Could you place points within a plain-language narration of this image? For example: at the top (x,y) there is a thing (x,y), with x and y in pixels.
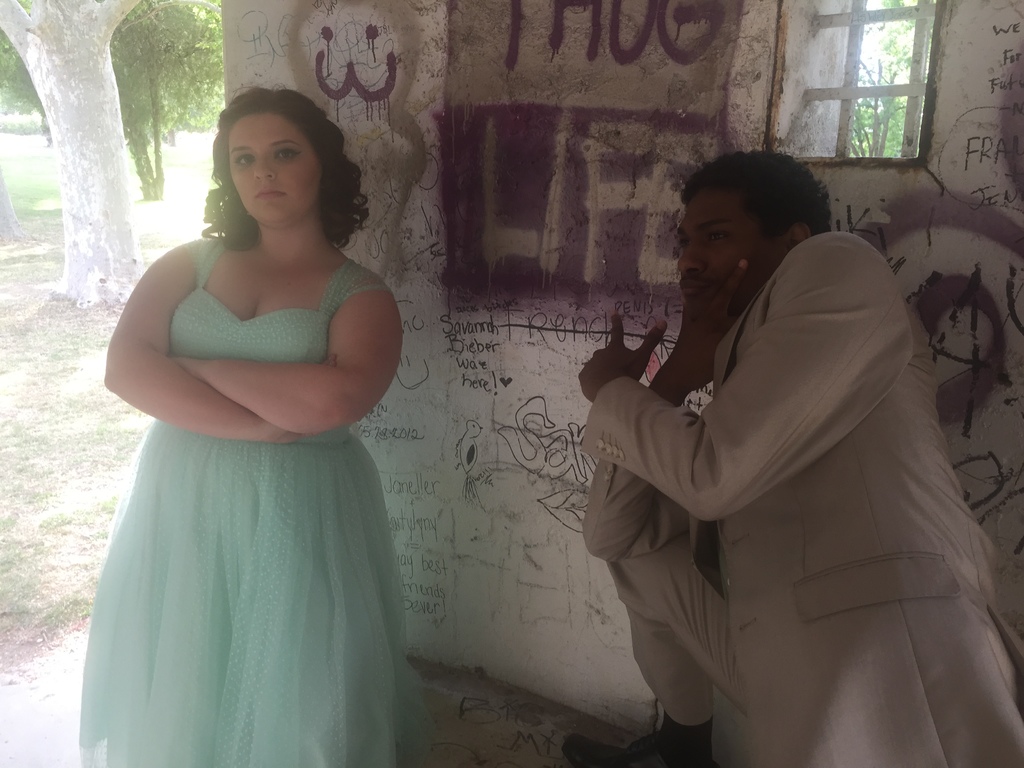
In this picture there are two people (806,461), behind these two people (796,371) we can see text (615,22) and painting (595,33) on the wall (987,12) and window (833,93). In the background of the image (146,121) we can see trees (82,188) and grass (64,563).
